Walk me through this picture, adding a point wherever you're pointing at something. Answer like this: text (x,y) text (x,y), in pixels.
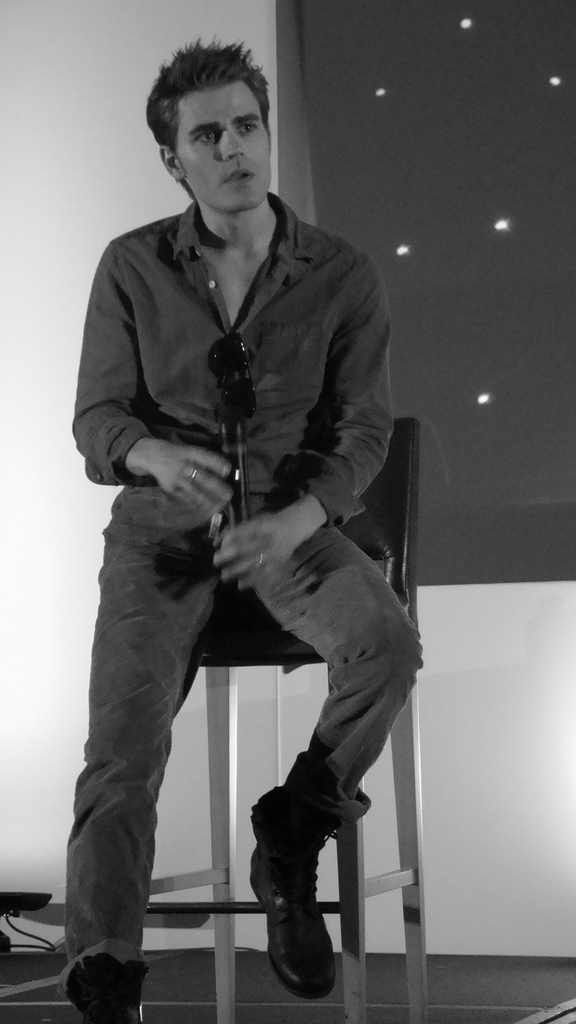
In this image I can see a person (76,838) is sitting on a chair (220,884) and is holding a mike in hand (162,477). In the background (554,738) I can see a wall (554,738) and window (469,417). This image is taken may be in a hall (292,713).
